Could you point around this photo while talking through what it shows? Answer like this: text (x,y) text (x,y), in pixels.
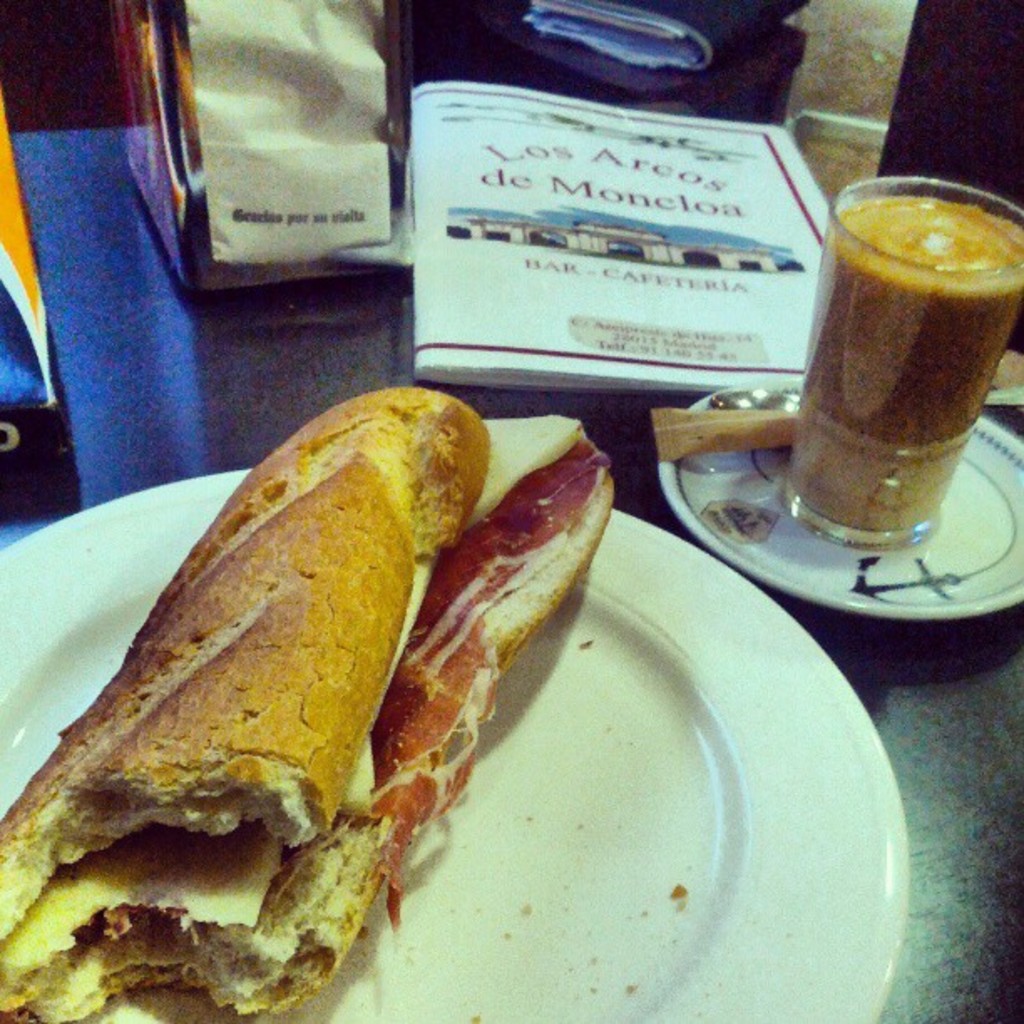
In the image there is a food item (280,701) served on a plate (675,667) and beside that there is a coffee (922,305) in the glass (881,362) and beside the glass (856,434) there is a book (449,215) and two covers (246,216).
